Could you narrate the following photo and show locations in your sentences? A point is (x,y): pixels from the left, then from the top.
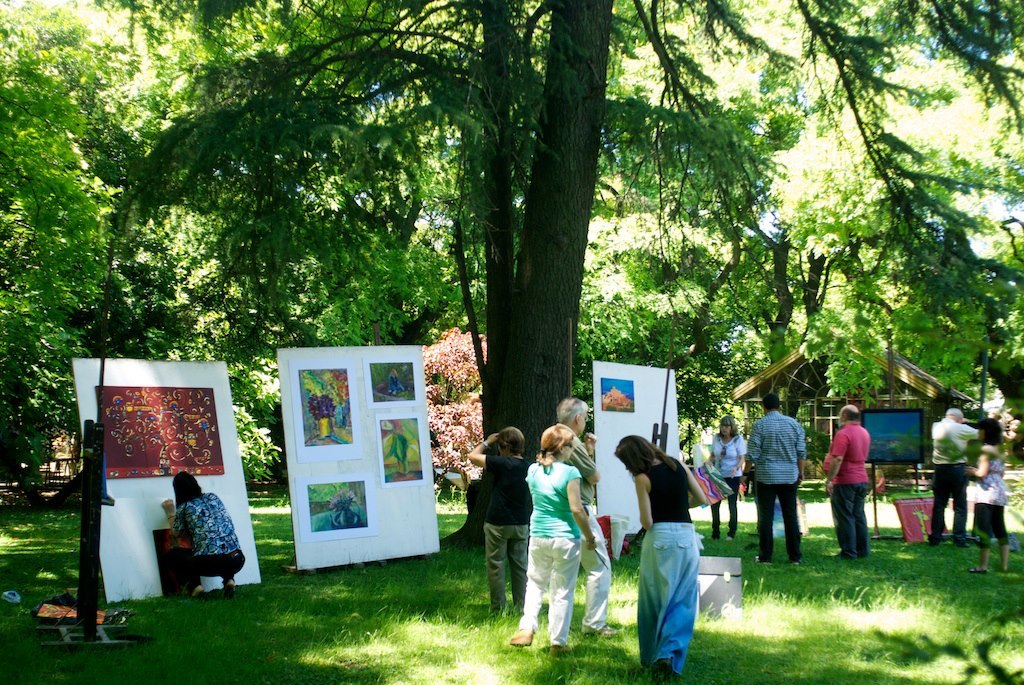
In this picture we can see some people (936,463) are standing a person (222,560) is in squat position. In front of the people (550,486) there are boards (231,428) with paintings (195,442). Behind the people (541,489) there are trees (835,381), a house (820,390), grass (814,494) and other things (69,623).
